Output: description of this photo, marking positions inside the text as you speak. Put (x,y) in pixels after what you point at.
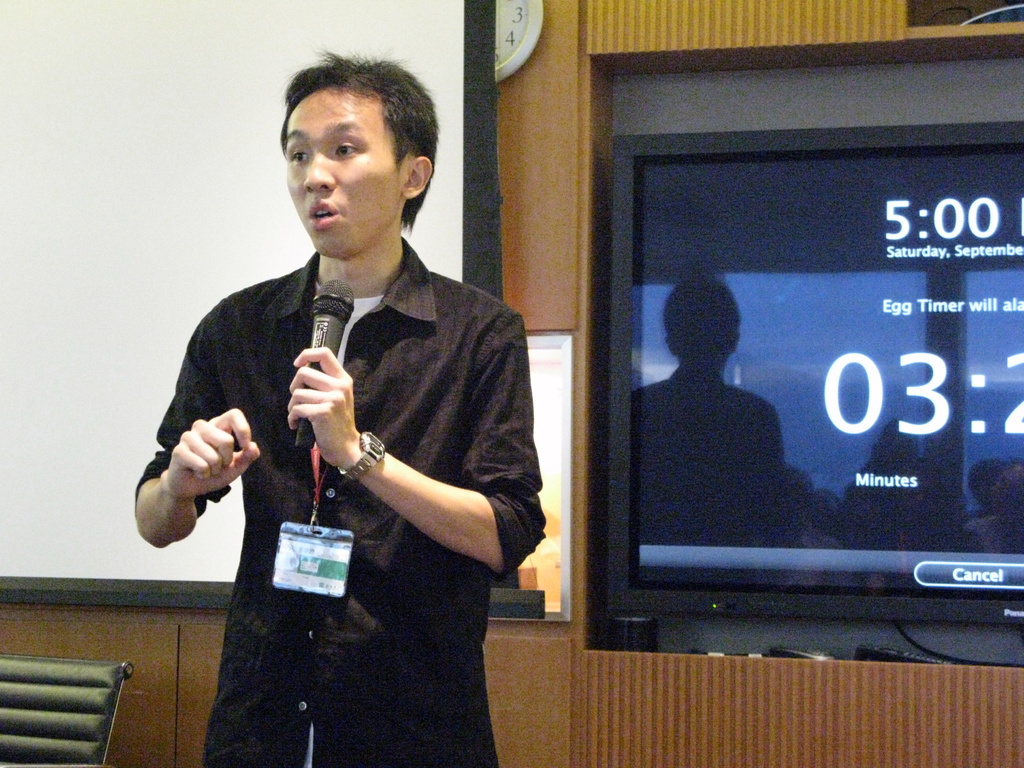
There is a man (203,392) standing and holding a microphone (336,291) and talking and wore tag (315,551), behind this man (404,90) we can see white banner (217,138), clock (533,18) on a wall (566,273) and television (881,492).
